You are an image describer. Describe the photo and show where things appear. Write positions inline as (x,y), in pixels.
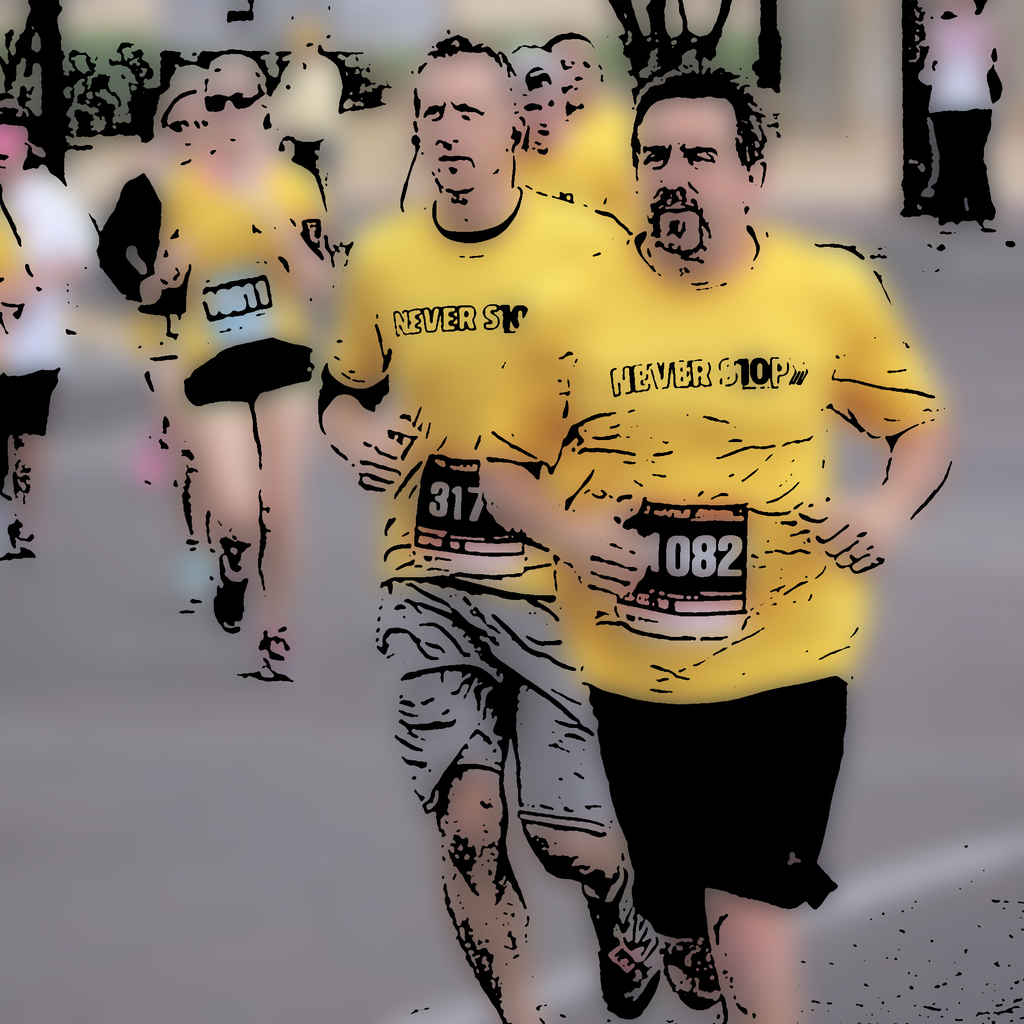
In this image I can see the group of people (641,272) running on the road (329,785). These people (376,438) are wearing the yellow and black color dresses (435,312).
